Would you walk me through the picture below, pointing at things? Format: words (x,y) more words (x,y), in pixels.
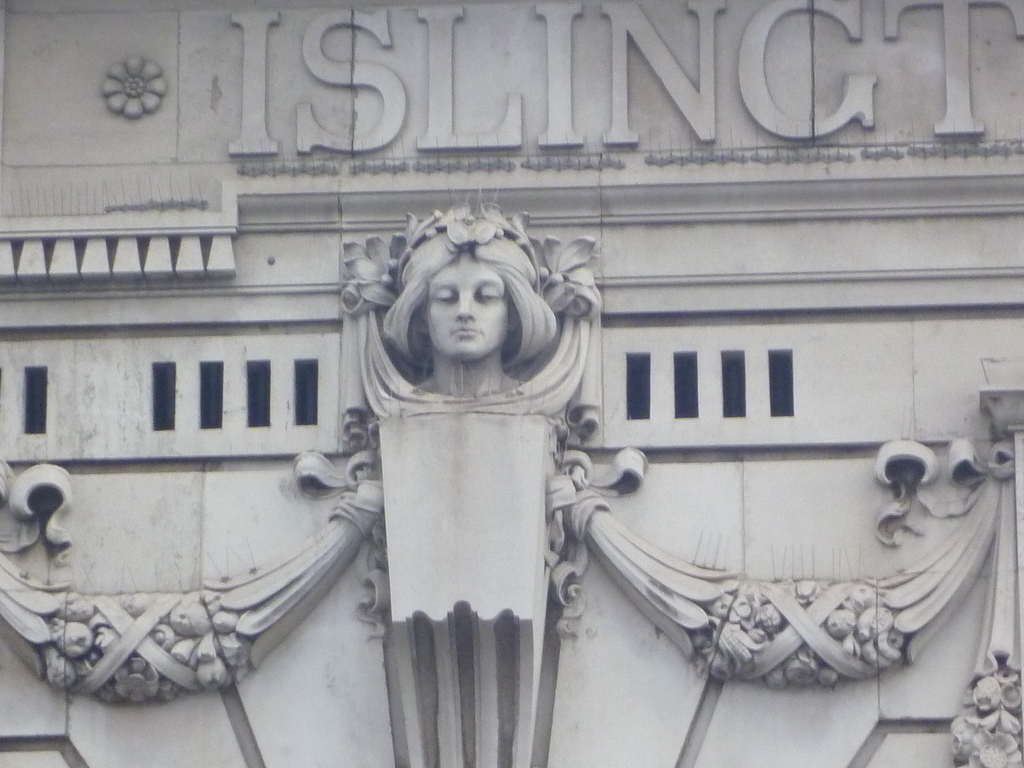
In this picture I can see a sculpture (424,428) and letters (762,46) on the wall (538,205).
